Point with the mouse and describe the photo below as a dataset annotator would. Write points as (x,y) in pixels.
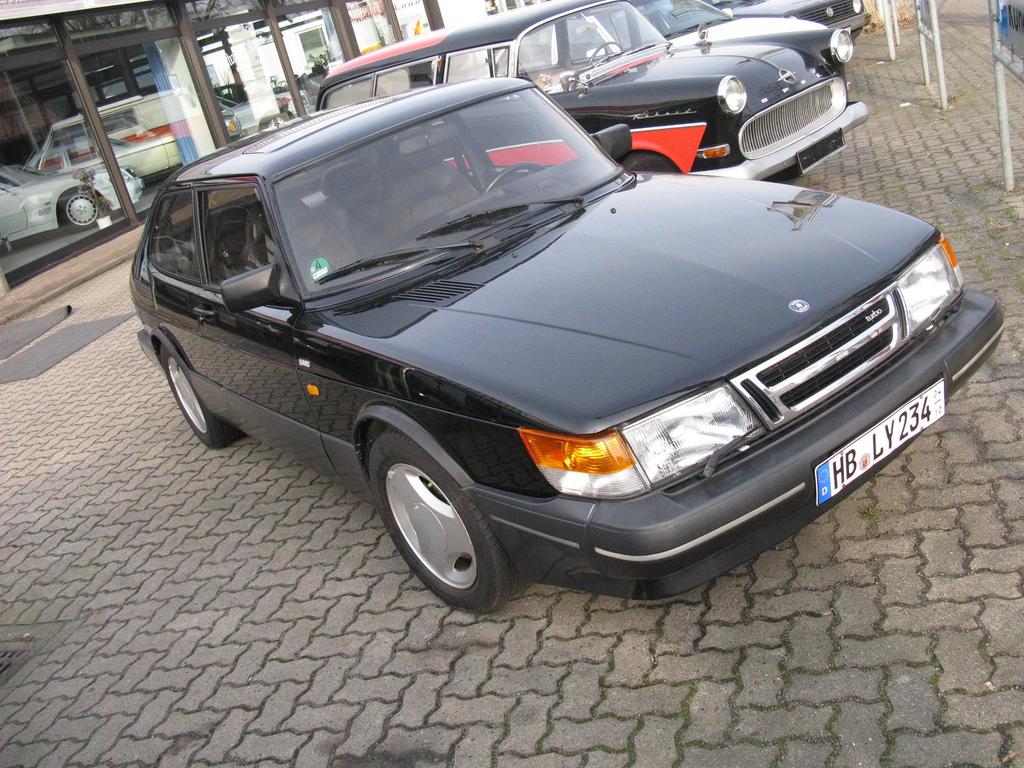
In this image we can see the cars (570,313) parked on the path (334,592). We can also see the mats (63,341) and also the car showroom (134,104). On the right (919,26) we can see the boards (1000,25).
